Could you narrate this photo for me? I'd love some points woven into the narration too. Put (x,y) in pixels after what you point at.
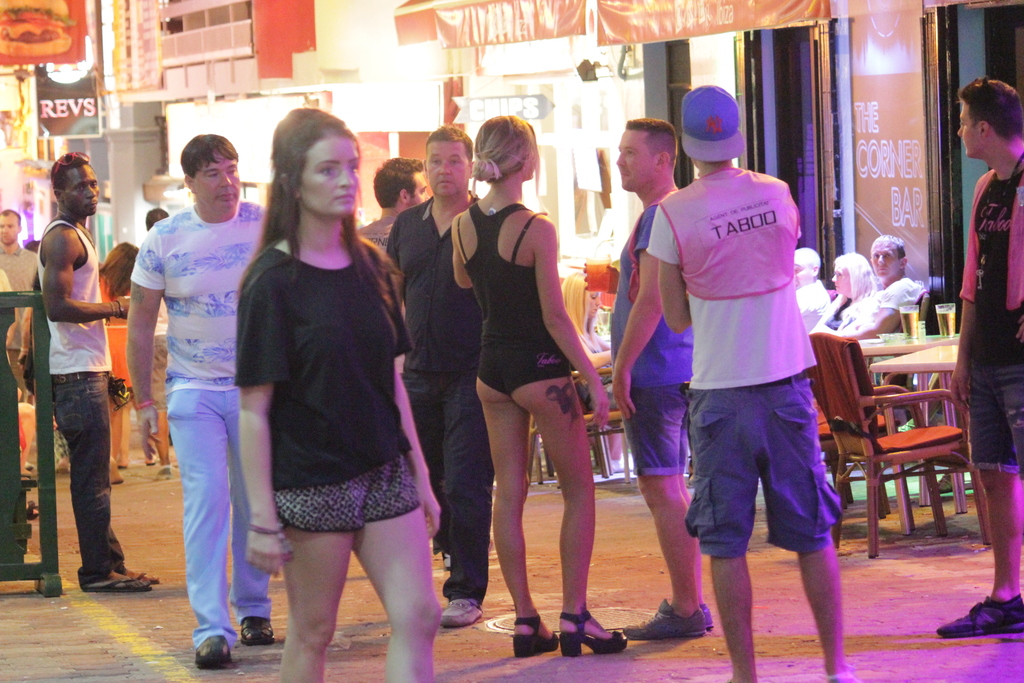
In this image there are group of people (1010,209) standing and sitting on the chairs (840,436), there are tables (923,341), chairs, glasses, shops (710,32), banners (645,7), boards (8,7), lights (23,222).
